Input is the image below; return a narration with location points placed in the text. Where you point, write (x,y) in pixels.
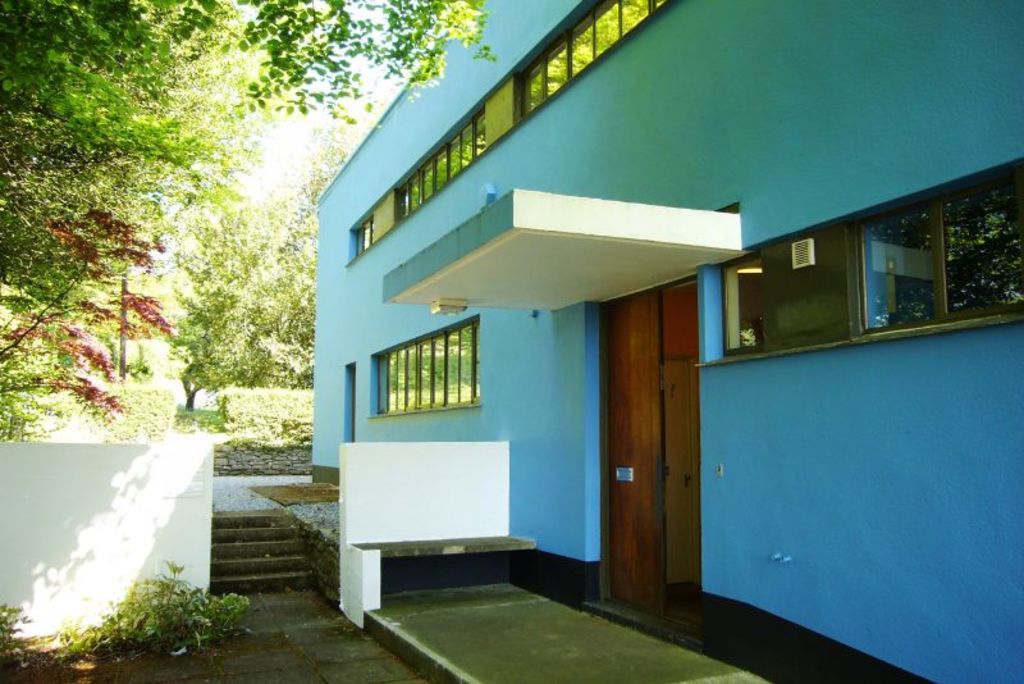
In this picture we can see a building (966,392) with windows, doors (644,381), stairs (262,540), wall (85,541) and in the background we can see trees (338,71).
